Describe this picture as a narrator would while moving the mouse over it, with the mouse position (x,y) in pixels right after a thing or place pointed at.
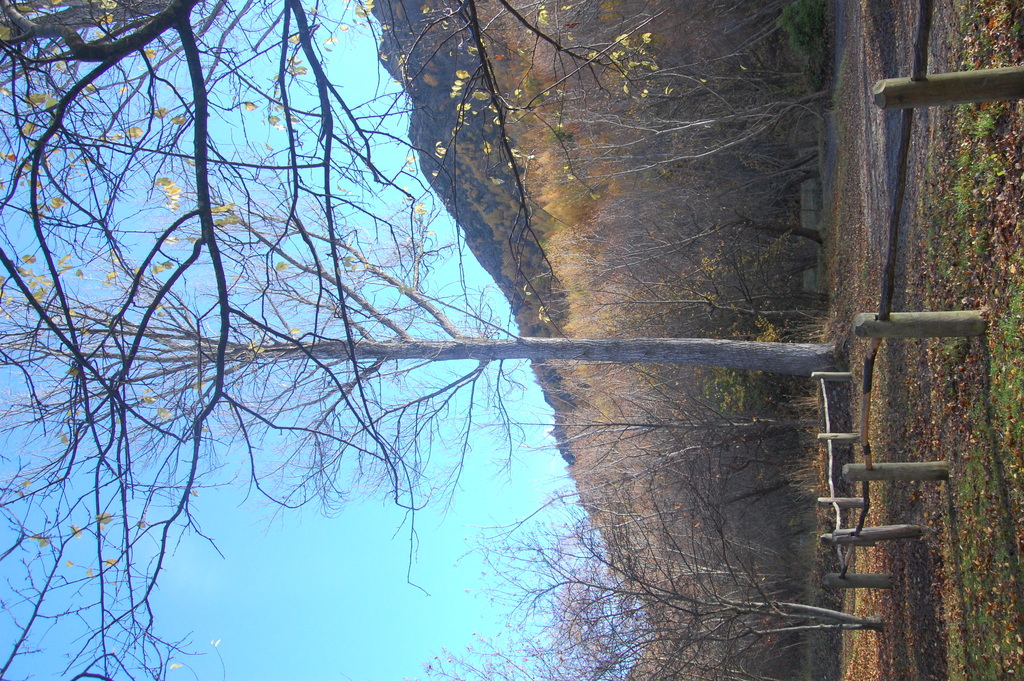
In this picture we can observe dried trees (271,166). There is some grass (951,274) on the ground (994,375). In the background (408,160) there are hills (514,313) and a sky (331,556).
